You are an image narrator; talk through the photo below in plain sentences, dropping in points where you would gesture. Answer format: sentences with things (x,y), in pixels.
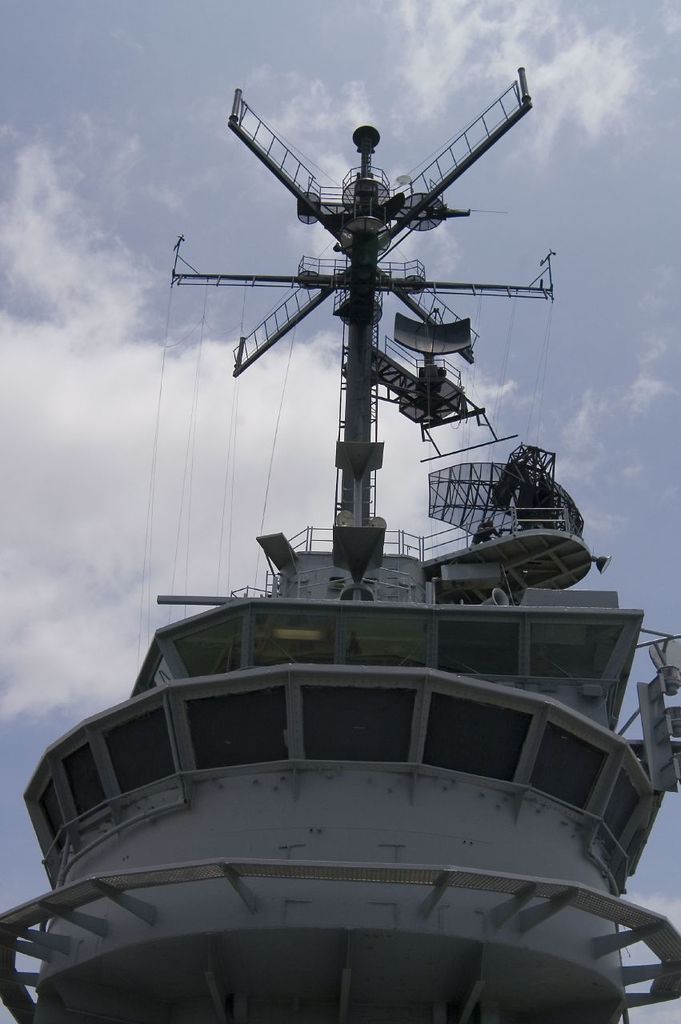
In this picture, it looks like a pole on the ship (314,813) and to the pole (369,509) there are cables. Behind the pole (355,461) there is the sky (90,572).
